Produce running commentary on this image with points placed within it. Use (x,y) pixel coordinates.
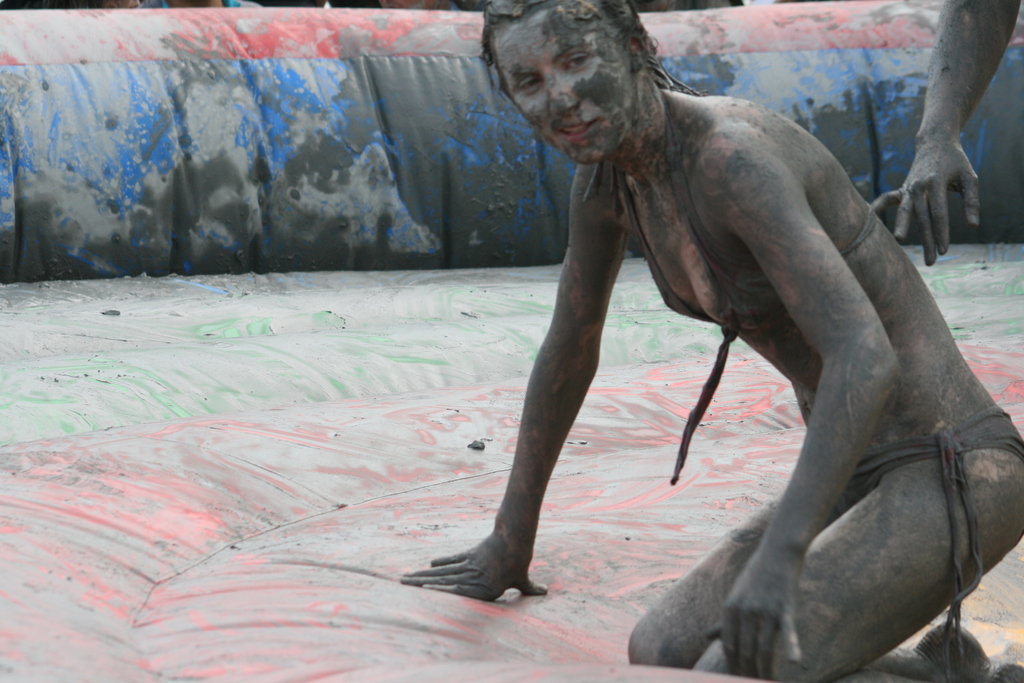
In this image in the center (598,250) there is a woman (760,354) smiling, and on the right side (970,94) there is the hand (952,124) of the person (952,126) which is visible.
